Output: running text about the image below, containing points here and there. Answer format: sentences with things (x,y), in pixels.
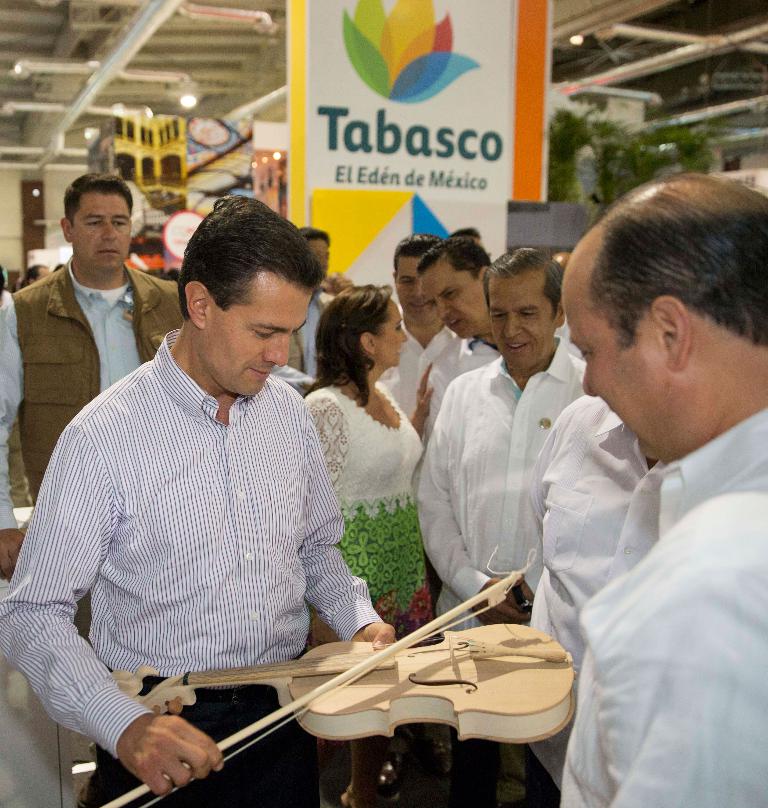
In this image we can see a man (208,481) is holding violin (389,677) in his hand (221,767). He is wearing shirt (162,562) and pant (218,735). Behind him one lady (392,414) is there. She is wearing white-green color dress (391,581). Right side of the image (547,413) men (499,314) are there, they are wearing white shirt (618,563). Background of the image (436,131) roof (63,55), plants (557,153) and banners (151,182) are there and one man (32,396) is standing. He is wearing brown color jacket (44,357).
